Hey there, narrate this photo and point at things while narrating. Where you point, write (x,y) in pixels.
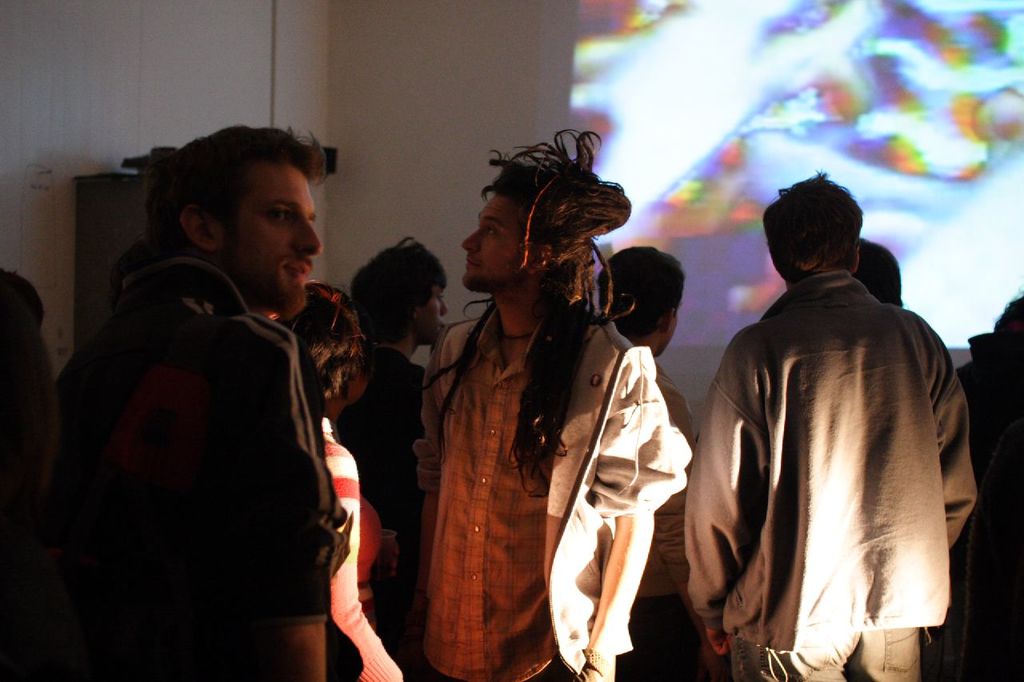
In this image, we can see people (536,554) standing and in the background (448,223), there is a screen (591,102) on the wall (127,143) and we can see an object (128,158).
